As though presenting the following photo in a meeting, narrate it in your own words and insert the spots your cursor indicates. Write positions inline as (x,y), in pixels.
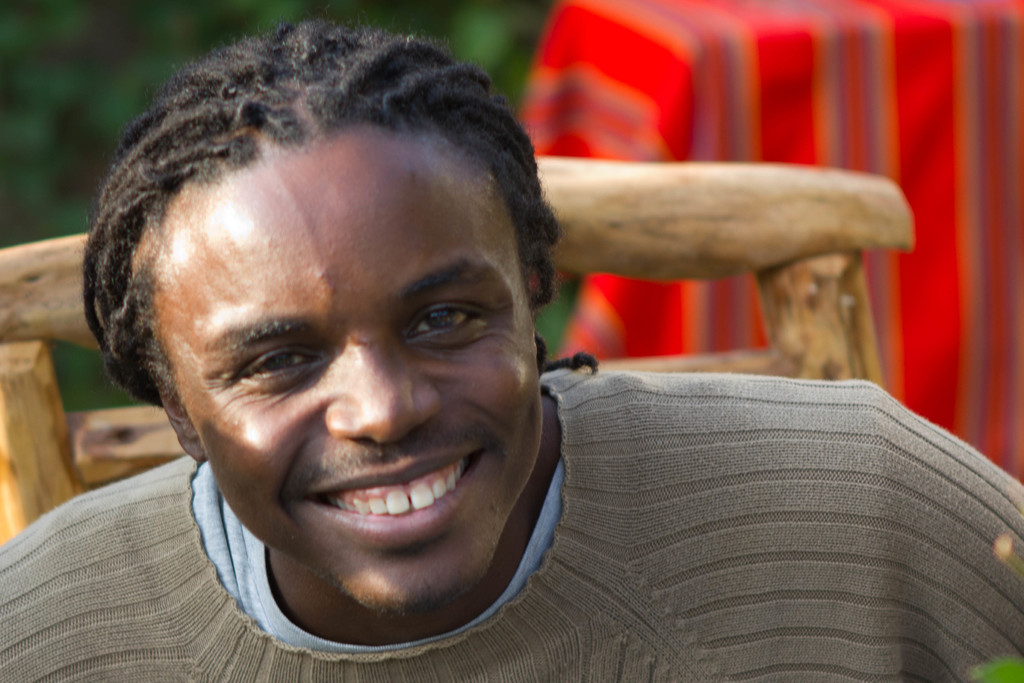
In this image I can see a man (645,571) is smiling, he wore sweater (751,533). Behind him there is the wooden chair (782,232).
